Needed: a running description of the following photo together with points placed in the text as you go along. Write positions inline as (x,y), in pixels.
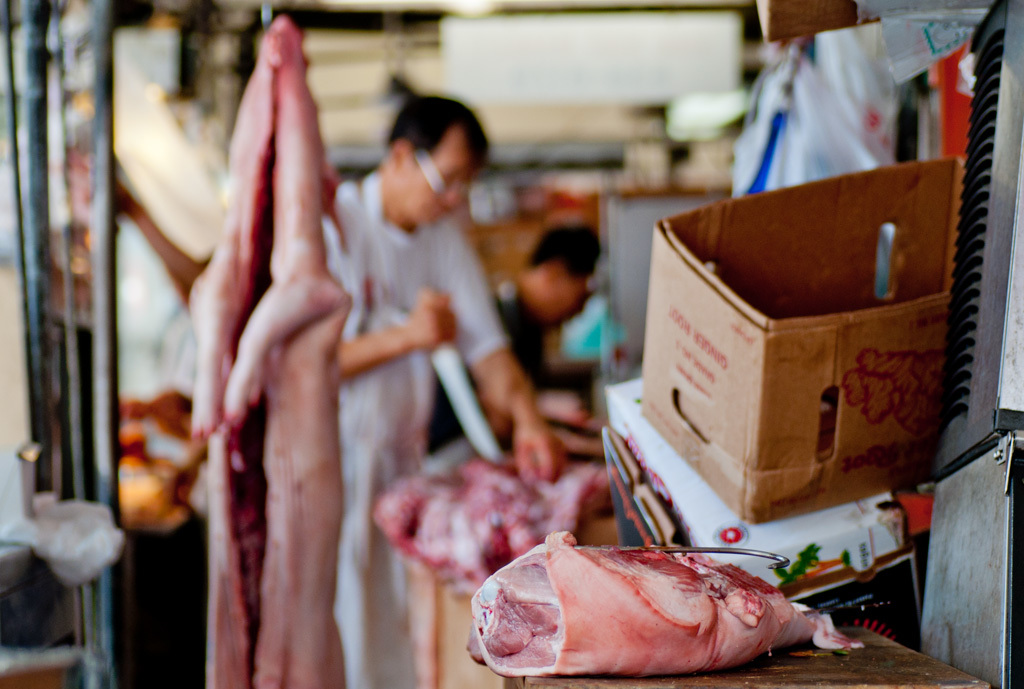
In this image there is a meat (704,580) and we can see a cardboard box (765,409). In the background (599,419) there are people (363,685) and we can see some objects (960,315). At the bottom (556,682) there is a table (837,683).
